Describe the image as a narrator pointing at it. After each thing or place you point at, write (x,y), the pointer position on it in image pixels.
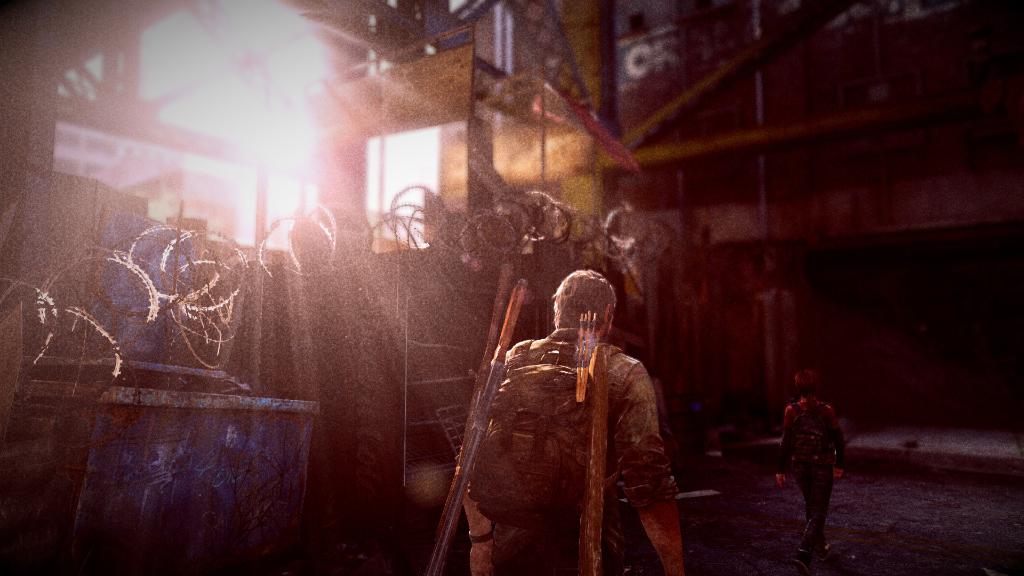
It is the animation image in which there is a man (614,371) walking on the ground (734,479) by carrying the weapons (594,406) and a bag (542,445). In front of him there is a fence (519,228). On the right side (810,420) there is another person (811,432) walking on the ground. At the top (263,48) there is light (235,61).
